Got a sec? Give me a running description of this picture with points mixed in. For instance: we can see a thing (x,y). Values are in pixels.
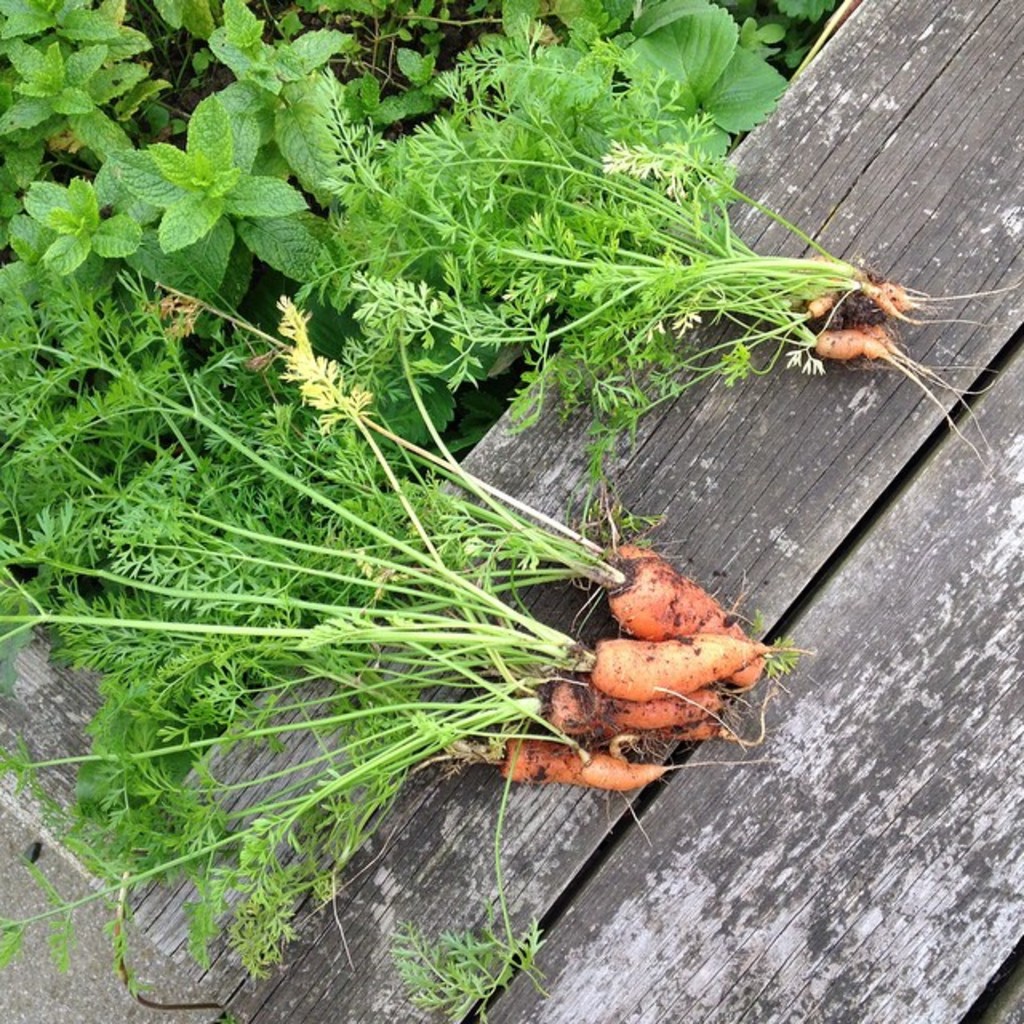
There are carrots (336,575) on the bench (778,440). There are plants (331,79).
